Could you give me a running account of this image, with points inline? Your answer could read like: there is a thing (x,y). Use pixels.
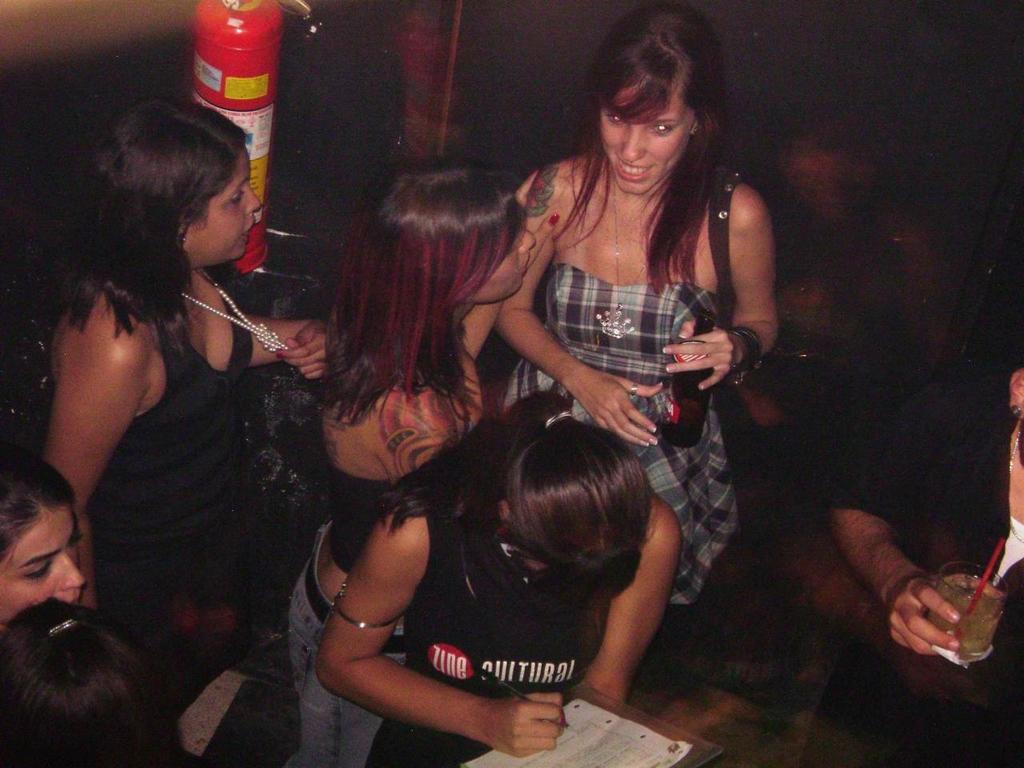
In this image, I can see a group of people (520,259) standing. At the top of the image (233,65), I can see a fire extinguisher (233,58) attached to the wall (134,67).
